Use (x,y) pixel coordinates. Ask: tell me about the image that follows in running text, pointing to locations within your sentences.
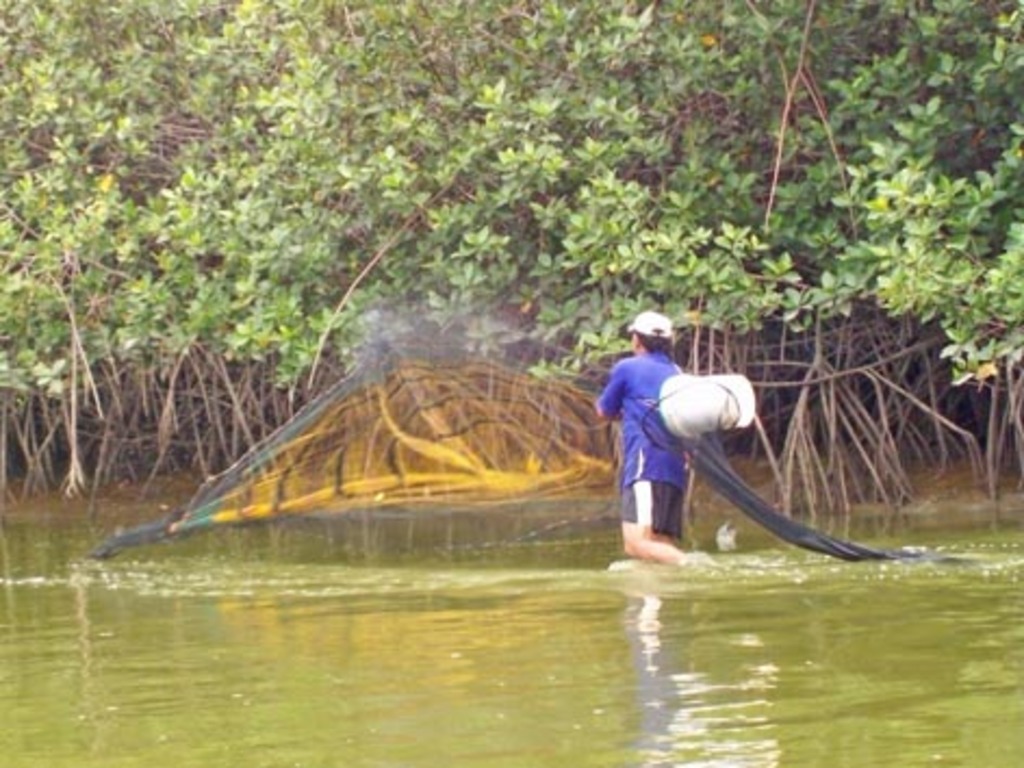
In this picture we can see a man (626,542) in the water (585,554), he is carrying a bucket (677,416) and he is holding a net (701,452), in the background (729,305) we can see few trees (643,267).
